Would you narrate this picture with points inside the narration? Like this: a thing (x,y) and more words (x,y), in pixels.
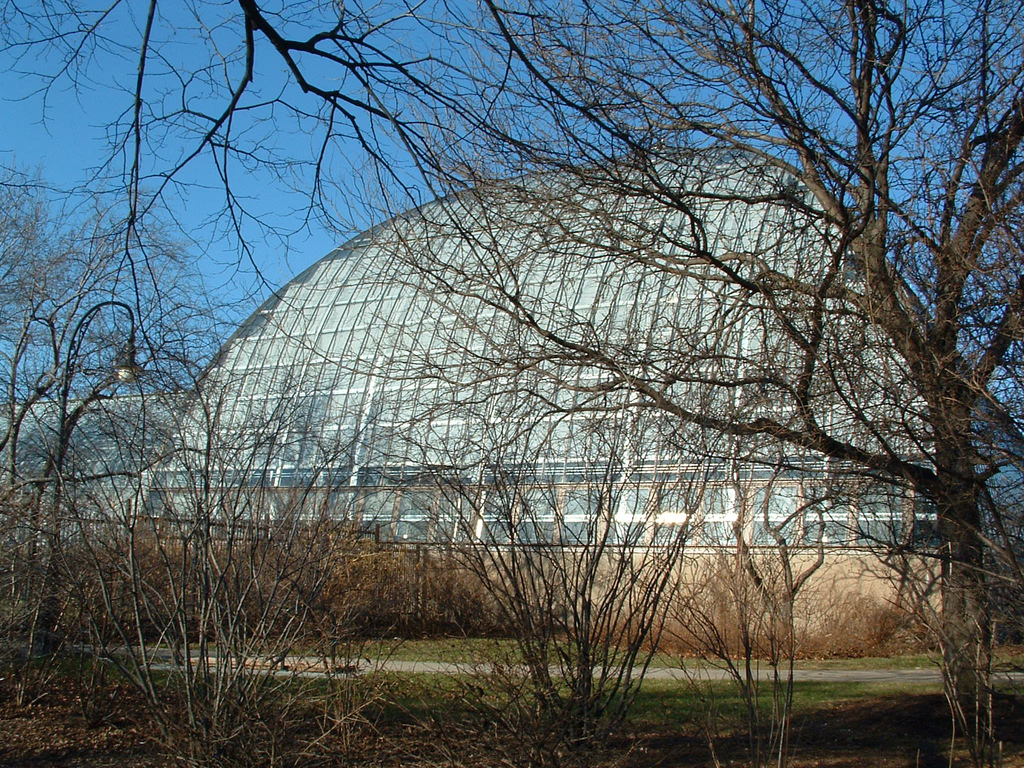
Here in this picture we can see plants (400,614) and trees (563,569) present all over there and behind that we can see a light post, we can see a fencing (434,545) and we can see a shed (379,226) present over there.
